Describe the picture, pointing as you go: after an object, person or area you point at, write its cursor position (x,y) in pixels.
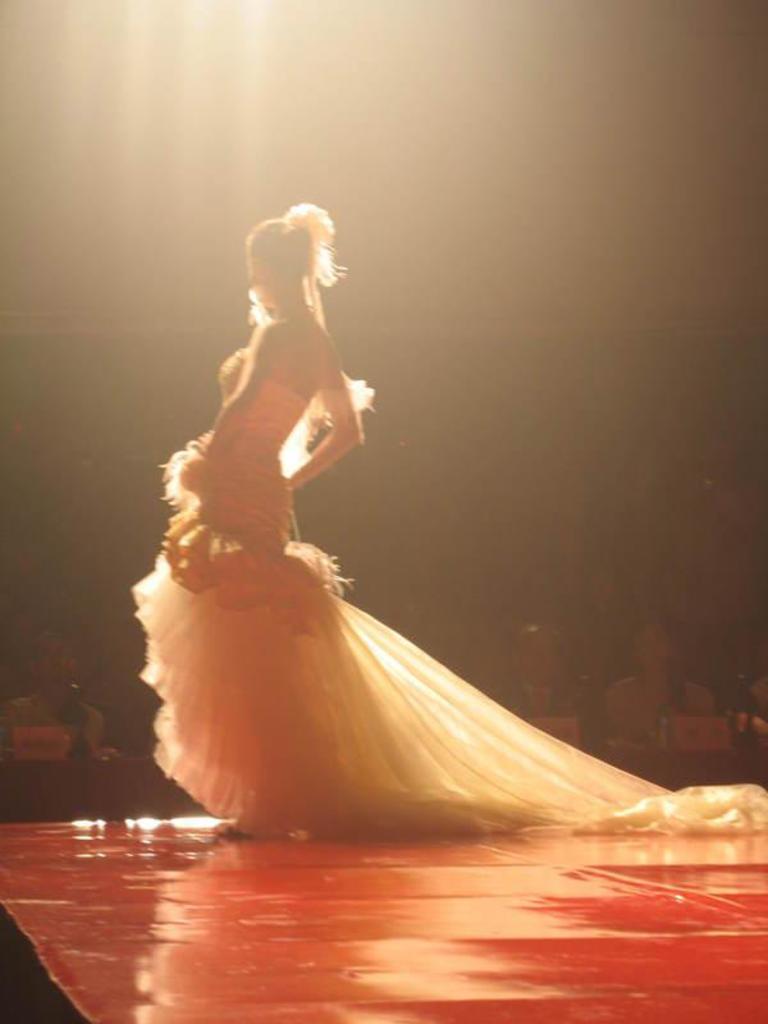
In the center of the image (312,479) we can see a lady (310,369) standing. She is wearing a costume (267,562). In the background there are people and we can see lights (224,108).
